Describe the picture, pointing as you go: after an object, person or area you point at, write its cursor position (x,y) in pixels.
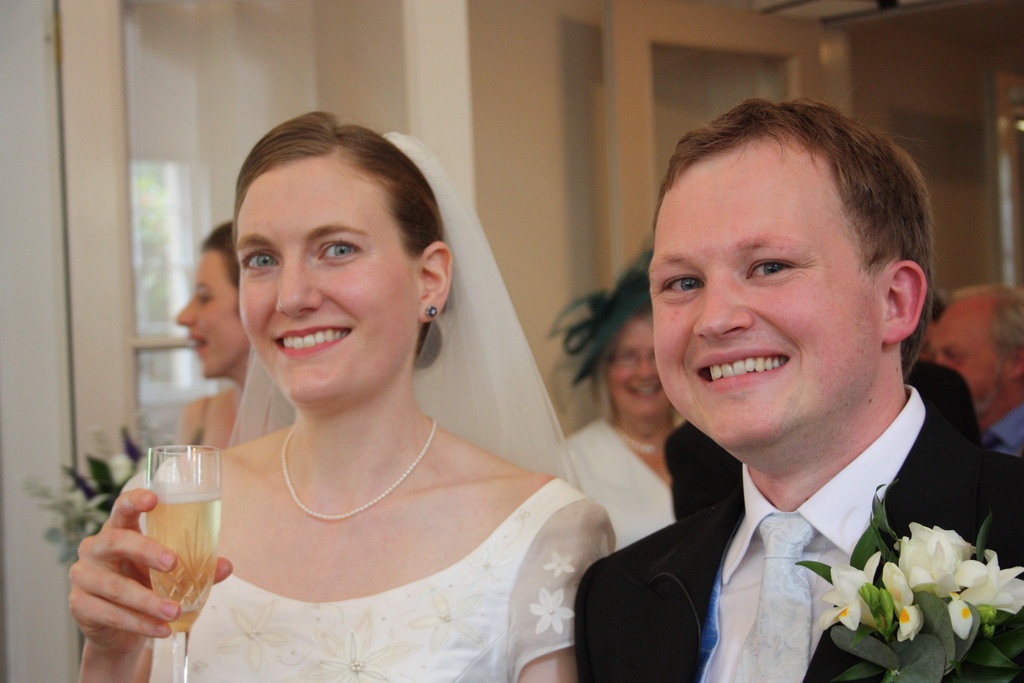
This is a picture taken in a room (29,673), the woman (385,596) in white dress (385,636) was holding a glass (174,516) to the right side of the woman (424,580) there is a man (643,573) in black blazer (650,606). The couple (652,619) are smiling. Behind the people (837,377) there are group of people (606,433) standing on the floor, wall (551,149), glass window (181,123) and house plant (105,481).
